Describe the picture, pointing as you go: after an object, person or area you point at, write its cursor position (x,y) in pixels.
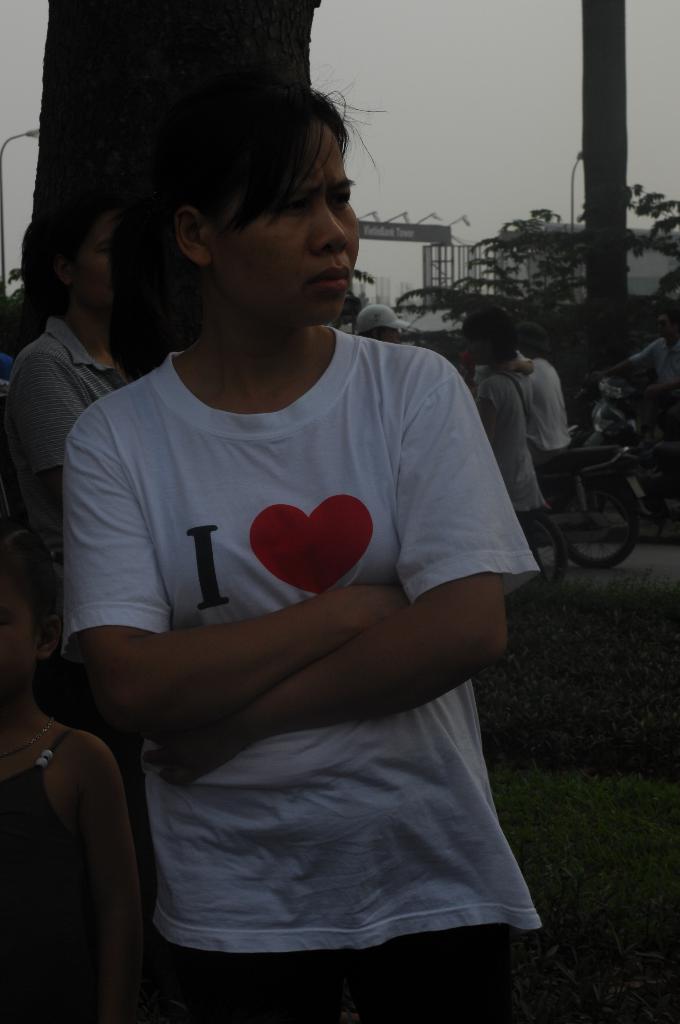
In this image we can see persons (323,698) standing on the ground (581,840) and some are sitting on the motor vehicles (633,480). In the background (550,708) we can see bushes (550,722), trees (530,226), street poles (585,167), street lights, name boards (427,239) and sky (357,72).
